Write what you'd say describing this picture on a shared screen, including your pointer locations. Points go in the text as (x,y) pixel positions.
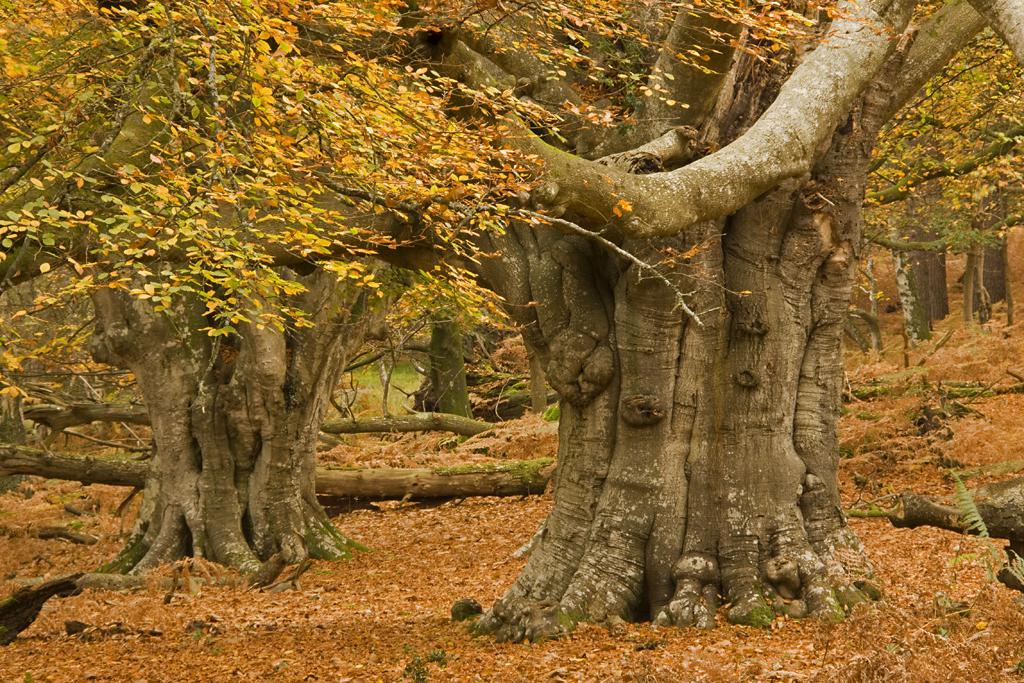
This place is looking like a forest (302,382). In this image I can see many trees (351,254) and dry leaves (349,610) on the ground (301,670) and also there are few trunks (424,476).
